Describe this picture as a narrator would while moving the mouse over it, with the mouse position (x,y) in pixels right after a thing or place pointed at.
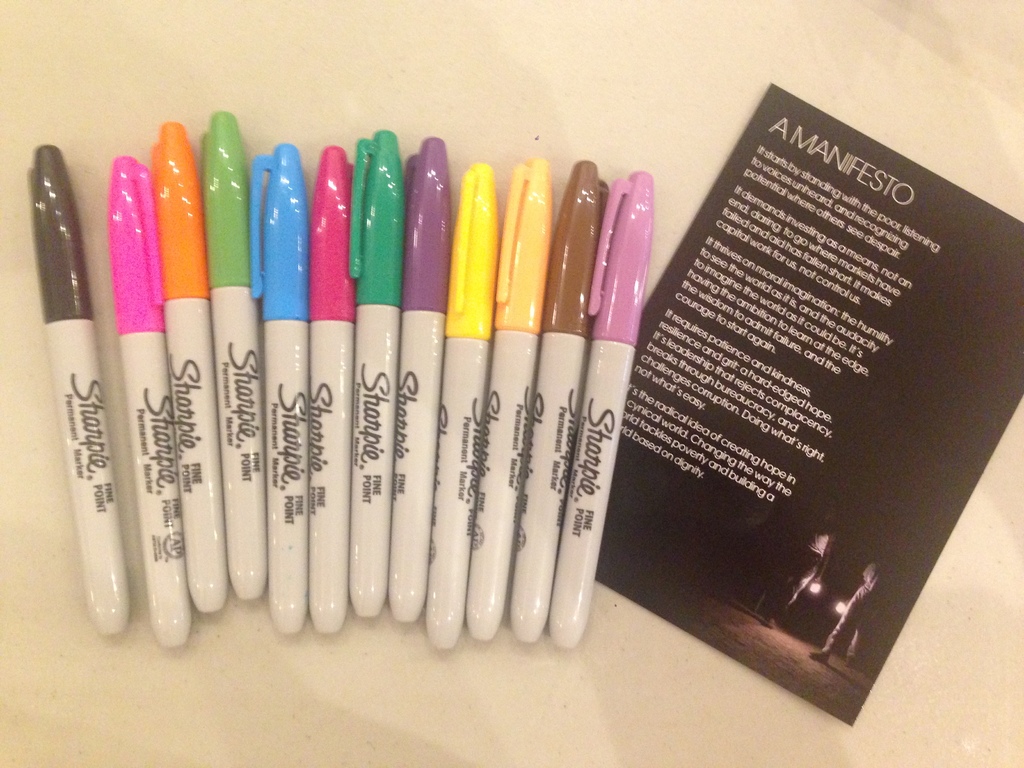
On this surface (908,95) we can see a black card (770,537) and different colors of markers (438,345).
